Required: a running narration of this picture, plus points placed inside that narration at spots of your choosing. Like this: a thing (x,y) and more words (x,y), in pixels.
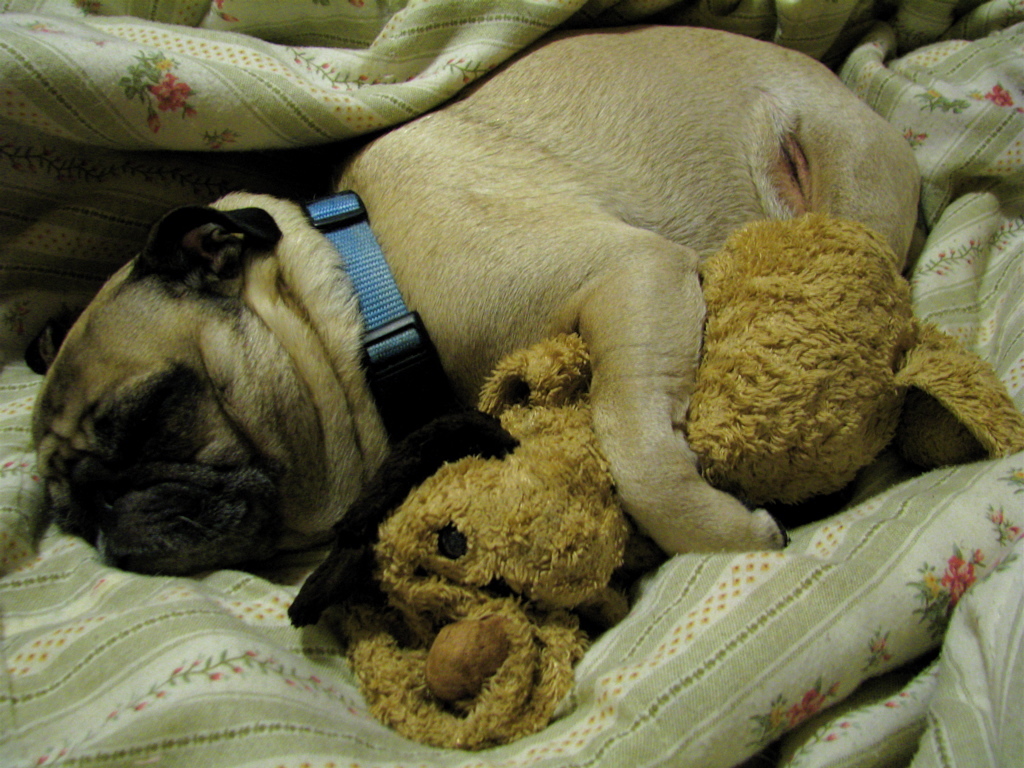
In this image we can see a dog (391,252) sleeping on a blanket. There is a toy (704,453) in the image.
